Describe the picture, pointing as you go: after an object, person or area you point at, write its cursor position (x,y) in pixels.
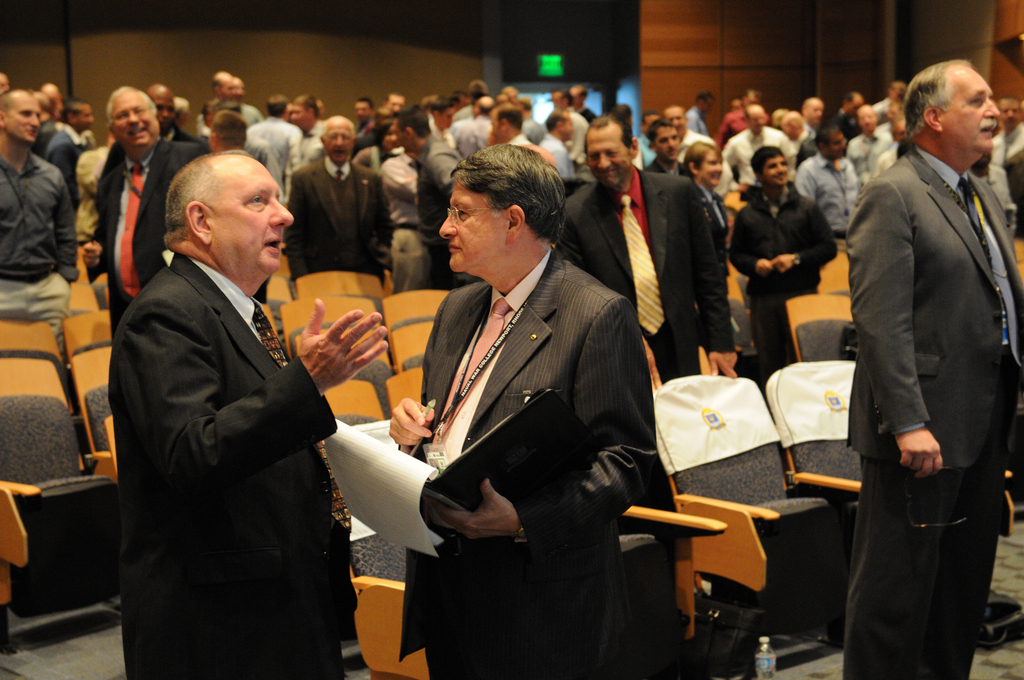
This picture is an inside view of an auditorium (565,205). In this picture we can see a group of people (515,290) are standing and chairs (646,512), wall (743,82), sign board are there. At the bottom of the image (776,647) we can see bottle (767,663), floor (834,655) are there.
